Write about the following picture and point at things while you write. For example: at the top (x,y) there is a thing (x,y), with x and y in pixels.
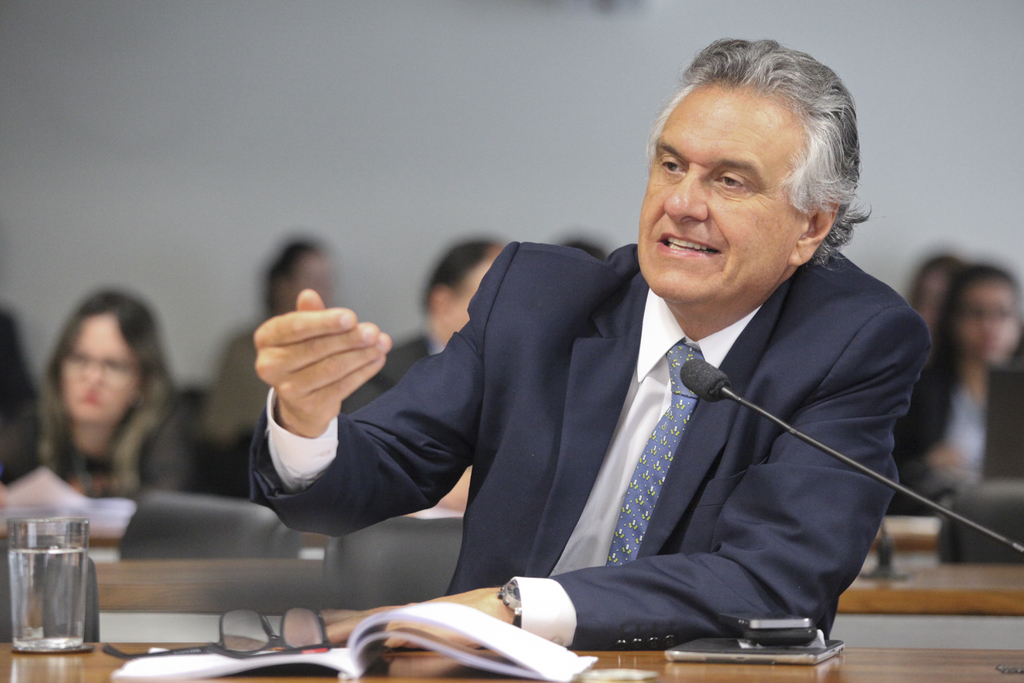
In the picture we can see a man (506,444) sitting near the desk (989,680) and talking in the microphone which is on the desk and beside it, we can see a book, and a glass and behind him we can see some people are also sitting near the desk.
